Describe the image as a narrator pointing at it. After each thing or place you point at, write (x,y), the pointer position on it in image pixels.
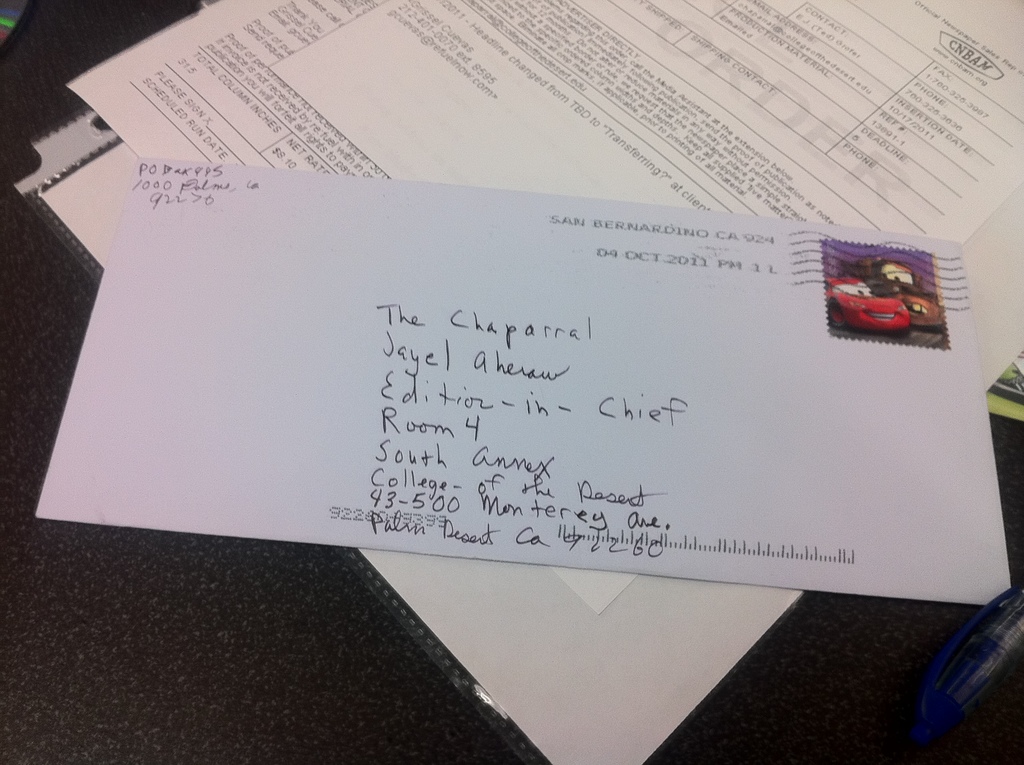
In this picture there is a table (842,639), on the table (911,636) there are paper (128,123), file (100,179), letter (679,396), pen (974,632) and an object (13,13).
